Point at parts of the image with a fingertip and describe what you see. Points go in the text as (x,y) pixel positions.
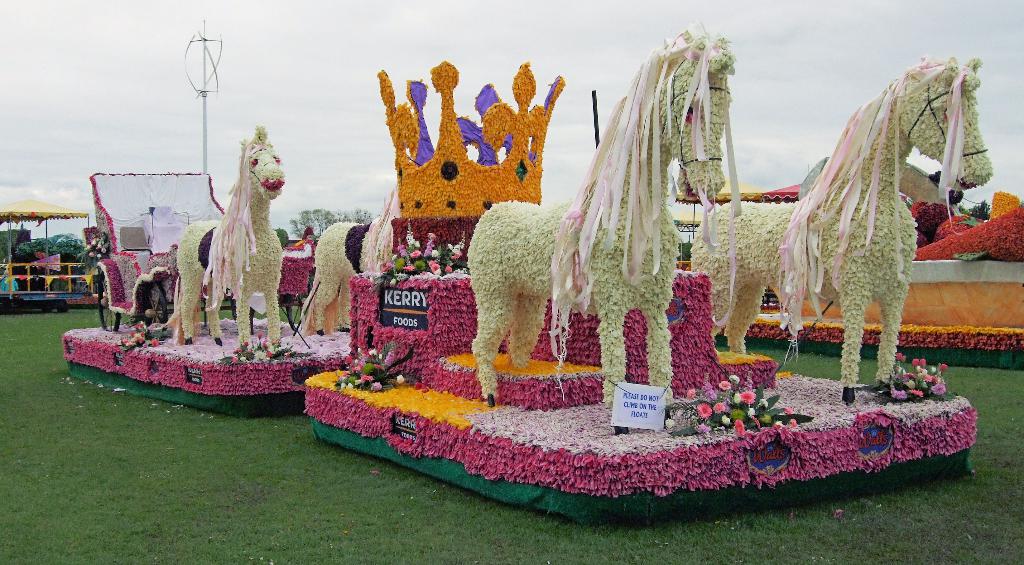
In this image we can see flower decoration (398,180) like horses (773,202), crown (496,119) and cart (191,188) kept on the ground (997,490). In the background (350,211), we can see trees (350,211) tents (699,214) and the cloudy Sky (490,50).
